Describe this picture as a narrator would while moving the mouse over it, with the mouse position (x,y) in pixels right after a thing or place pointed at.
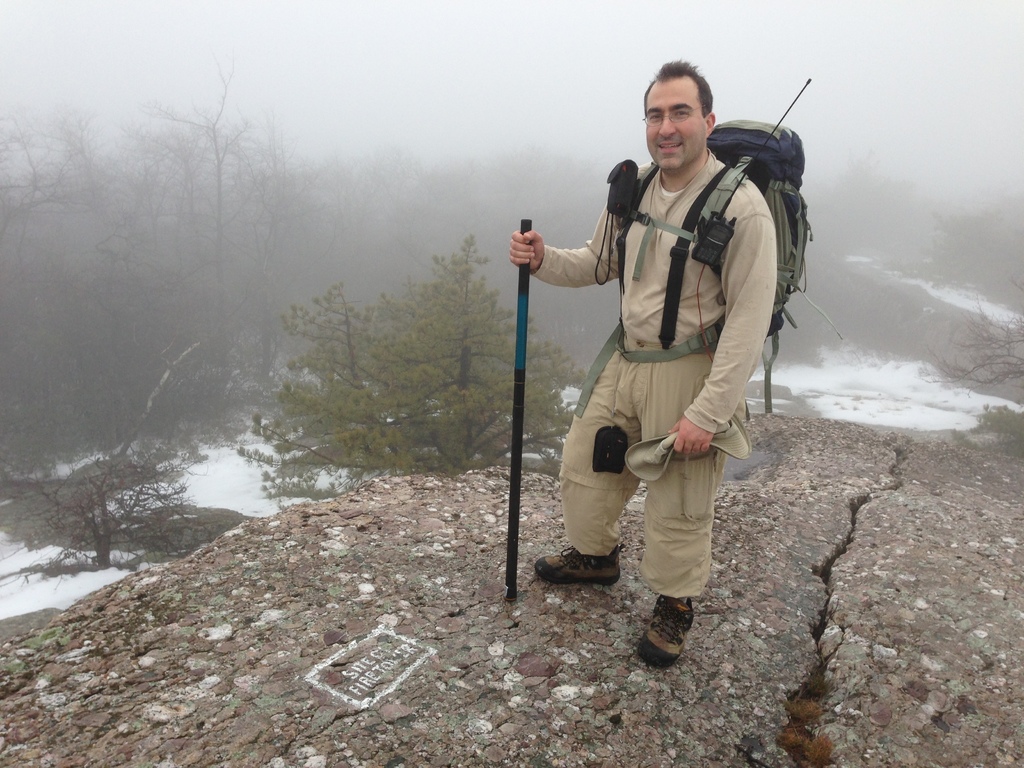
In the foreground of this image (679,409), there is a man (706,291) wearing bag (769,185) and holding trekking stick (524,273) and standing on the land (591,668). In the background (490,403), there are trees (450,385) and the foggy sky (456,77).
